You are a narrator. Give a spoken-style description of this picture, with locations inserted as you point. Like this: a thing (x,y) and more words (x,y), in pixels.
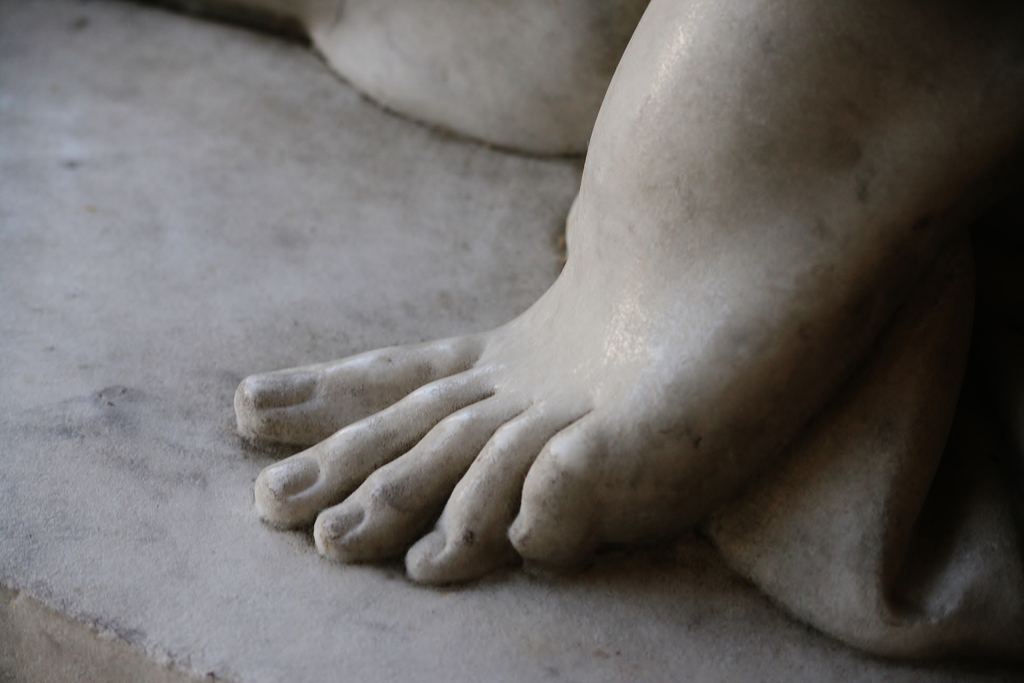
There is a sculpture (525,336) of a human feet (621,326) as we can see in the middle of this image (534,350).
